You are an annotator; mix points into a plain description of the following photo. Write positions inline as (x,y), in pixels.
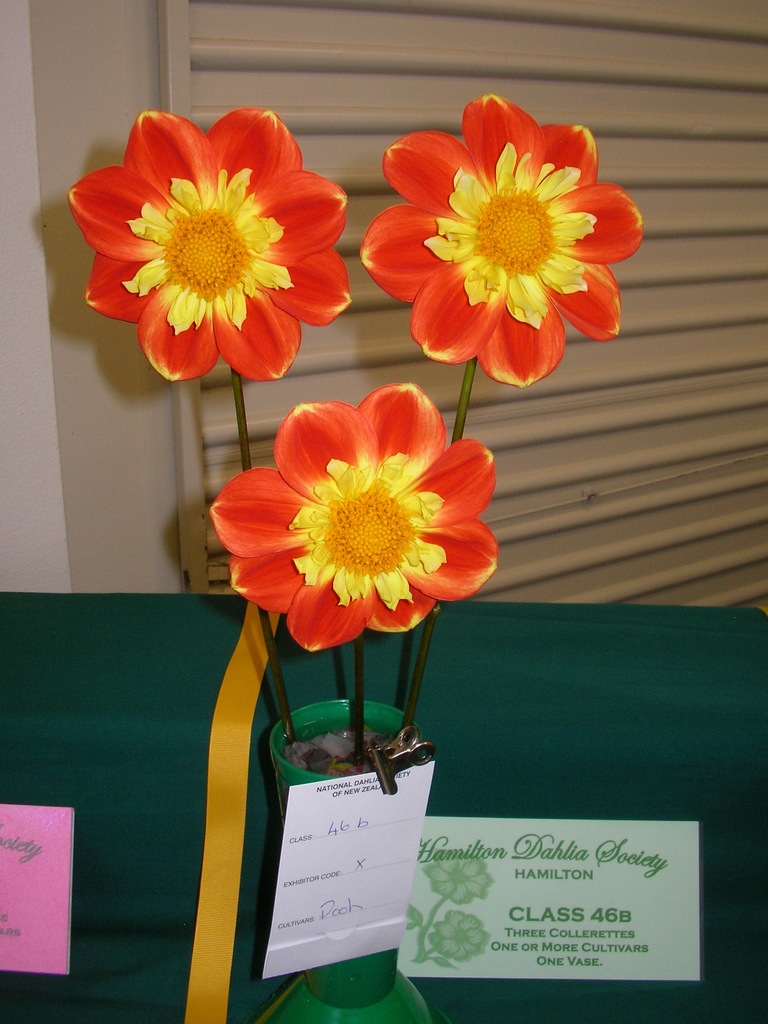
In this image we can see the dahlia flowers (359,577) in the vase (352,981). And we can see the name boards (570,929). In the background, we can see the shutter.
